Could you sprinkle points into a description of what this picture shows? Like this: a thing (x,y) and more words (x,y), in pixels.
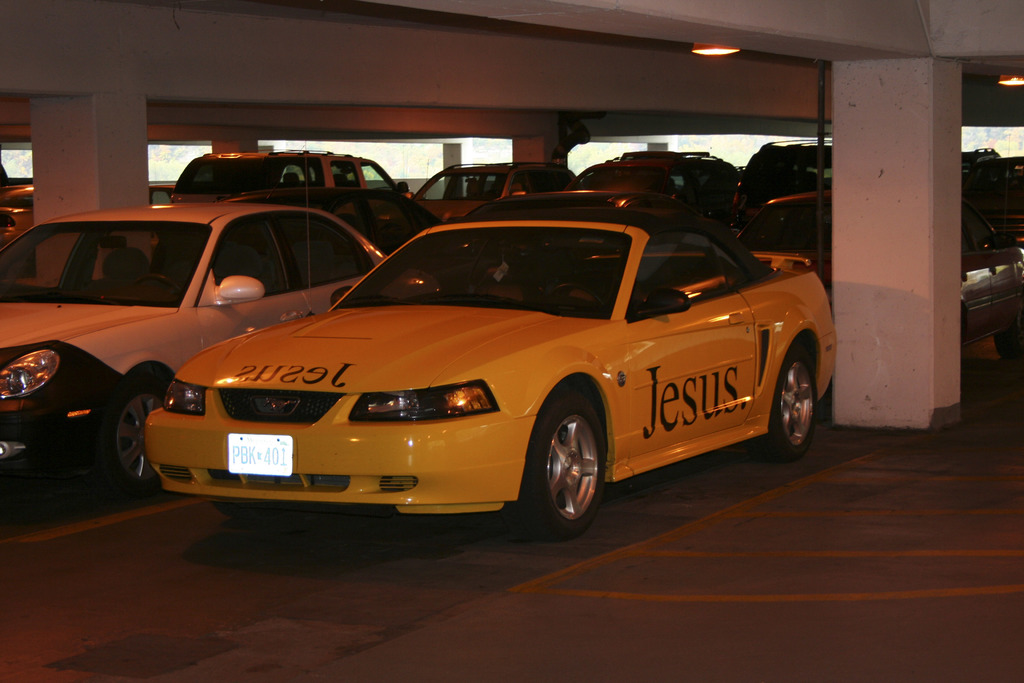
This is the parking area (201,559) of a building (653,86) where we can see so many cars (436,300) are parked.
